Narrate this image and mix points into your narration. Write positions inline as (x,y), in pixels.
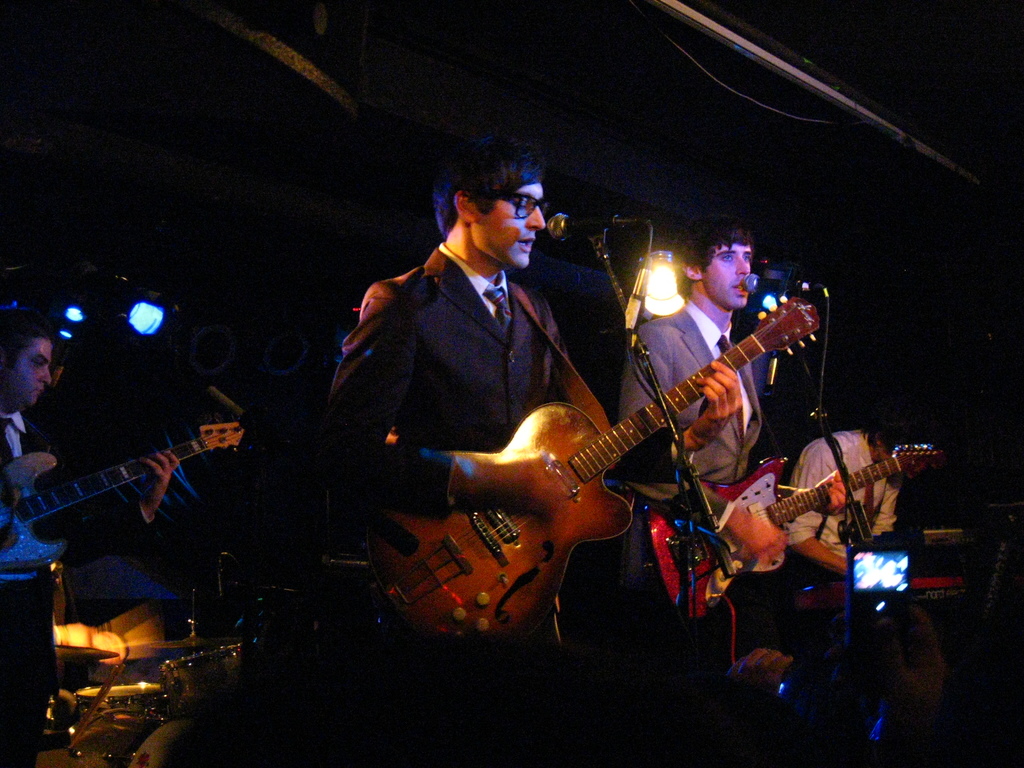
This 2 persons (504,339) are standing and playing a guitar (797,508) in-front of mic (563,228). Light (670,256) is attached to a roof top (700,172). This are focusing lights (151,311). This person (40,438) is playing a musical instruments (28,506). A mobile (873,608).
